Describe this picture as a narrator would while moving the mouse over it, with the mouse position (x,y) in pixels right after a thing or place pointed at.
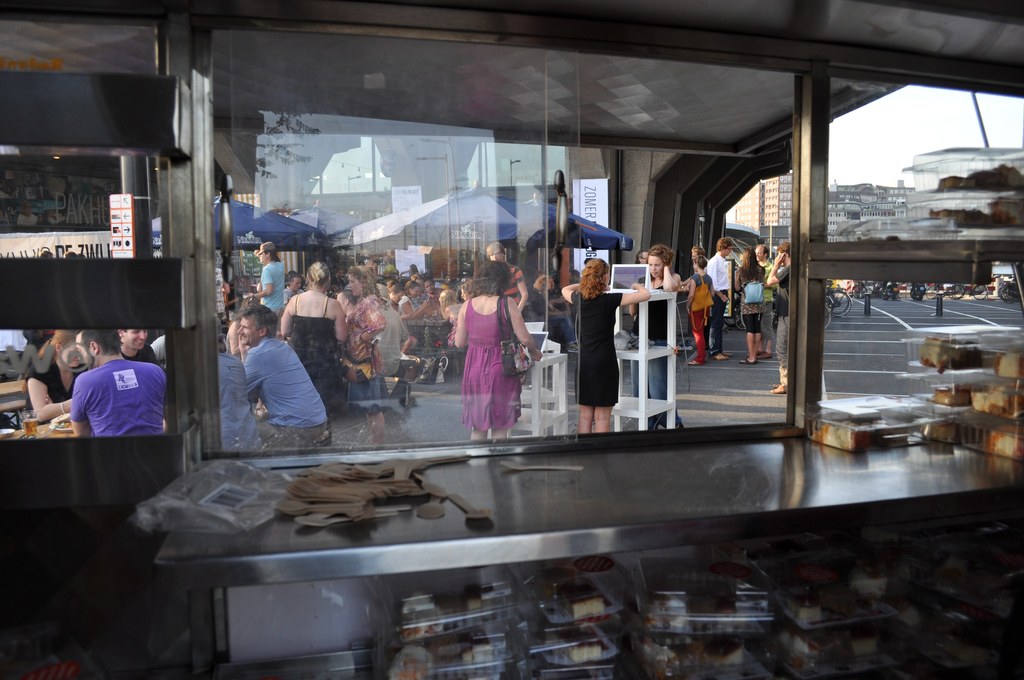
We can see glass windows (268,261) and we can see boxes (832,442) with food (843,430), spoons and objects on the table (768,485), under the table (718,520) we can see boxes (664,595) with food (506,600), through this glass windows (415,276) we can see people (489,322), laptops (533,332) and objects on tables (672,318), tents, buildings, road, board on a wall (610,169) and sky (876,142).
